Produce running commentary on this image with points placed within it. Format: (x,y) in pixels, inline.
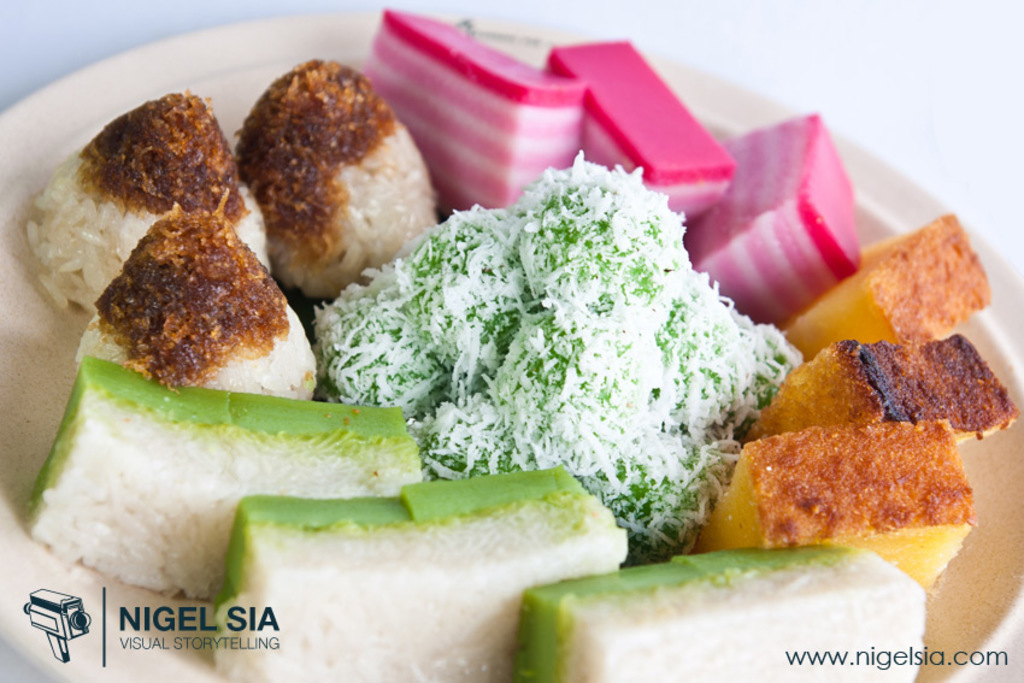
In this image we can see a food (699,450) in a plate (970,570) placed on the table (805,87).
